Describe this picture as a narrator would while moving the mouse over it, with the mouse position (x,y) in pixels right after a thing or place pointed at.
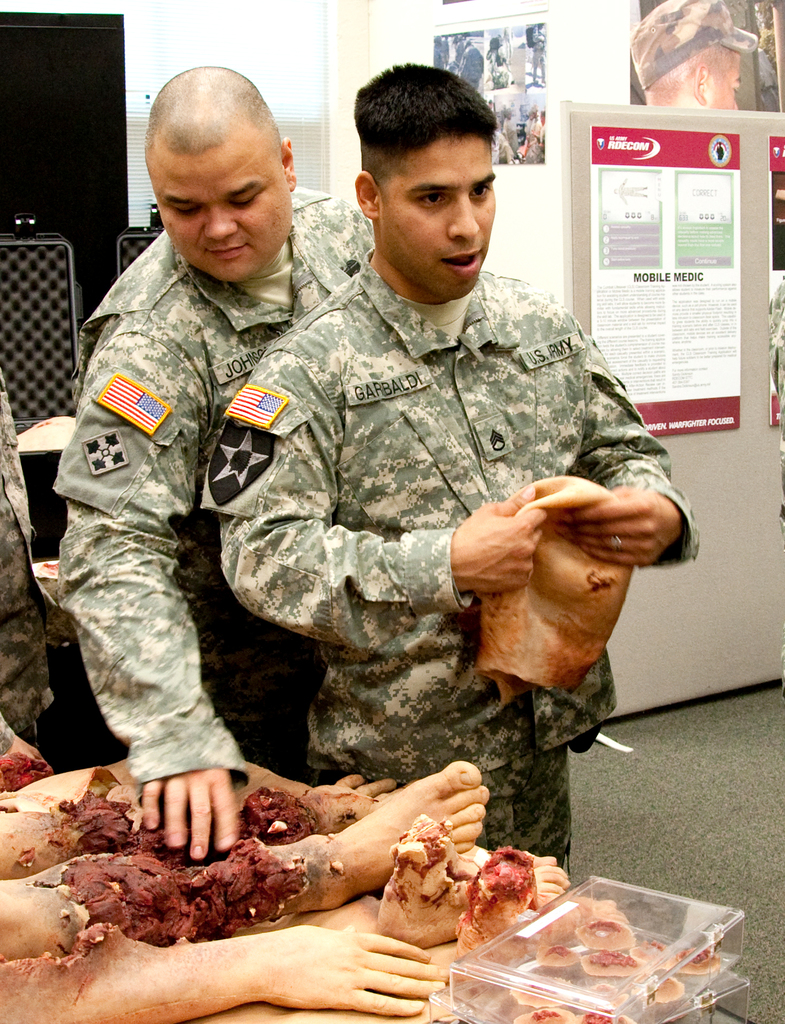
In the center of the image (294,501) we can see men (248,671) standing on the floor (578,784). At the left side of the image (14,764) we can see human legs (202,926) and hands (318,926). On the right side of the image (705,398) there is a poster (672,354) and a wall (689,456).
